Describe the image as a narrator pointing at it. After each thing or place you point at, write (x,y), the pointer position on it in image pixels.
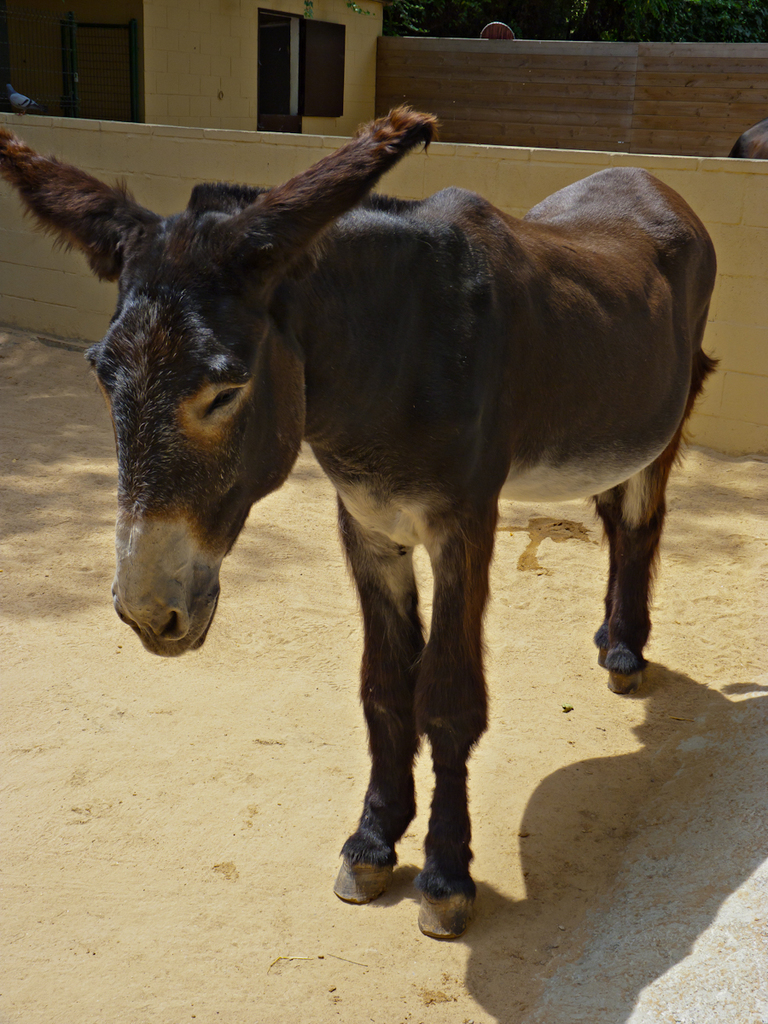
In this picture I can see a donkey (384,767) standing, there are walls (680,108), there is a house (213,117), there is a bird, this is looking like an animal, and in the background (576,14) there are trees (557,17).
